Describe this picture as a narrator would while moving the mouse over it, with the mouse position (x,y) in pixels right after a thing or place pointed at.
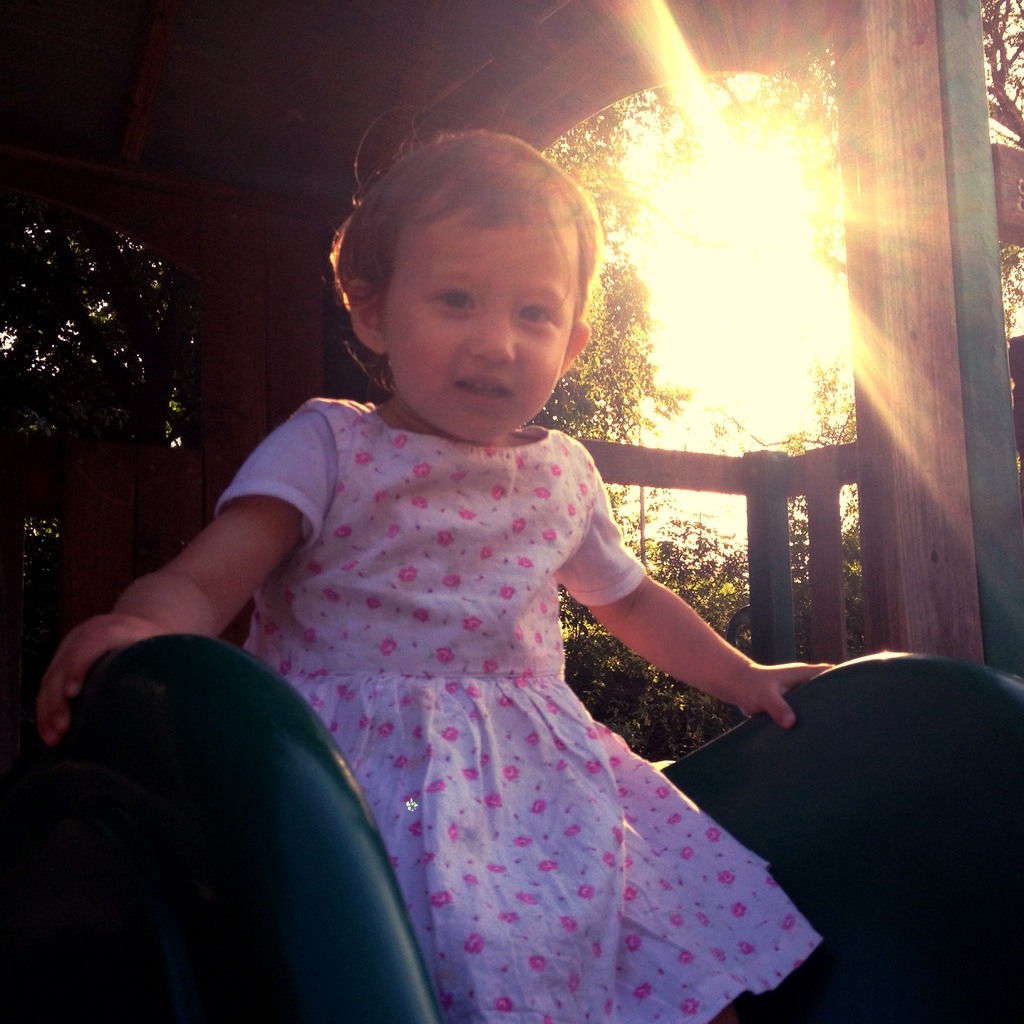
This picture seems to be clicked outside. In the foreground (582,318) we can see a girl (448,492) wearing frock (508,900) and seems to be standing and we can see some other objects (794,847) and the wooden objects (398,2). In the background (683,210), we can see the sunlight (798,365) and the trees (1020,252).
